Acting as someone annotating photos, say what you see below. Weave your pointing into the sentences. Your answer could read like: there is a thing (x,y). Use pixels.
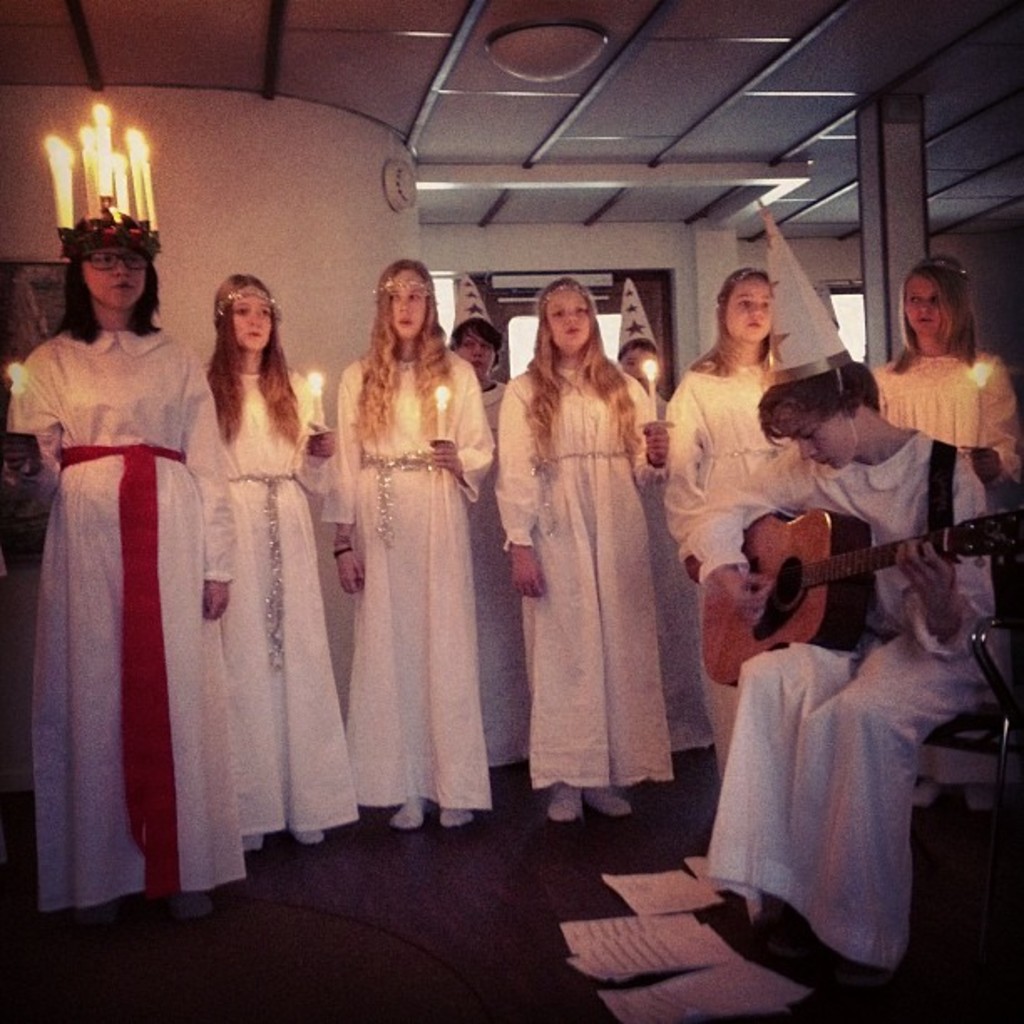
In the image we can see there are people (471,383) standing and they are holding candles (14,376) in their hand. There is a person (102,294) wearing candles stand (105,231) on her head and there are candles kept on the stand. There is a person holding guitar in his hand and there are papers (684,874) kept on the ground (656,870).
